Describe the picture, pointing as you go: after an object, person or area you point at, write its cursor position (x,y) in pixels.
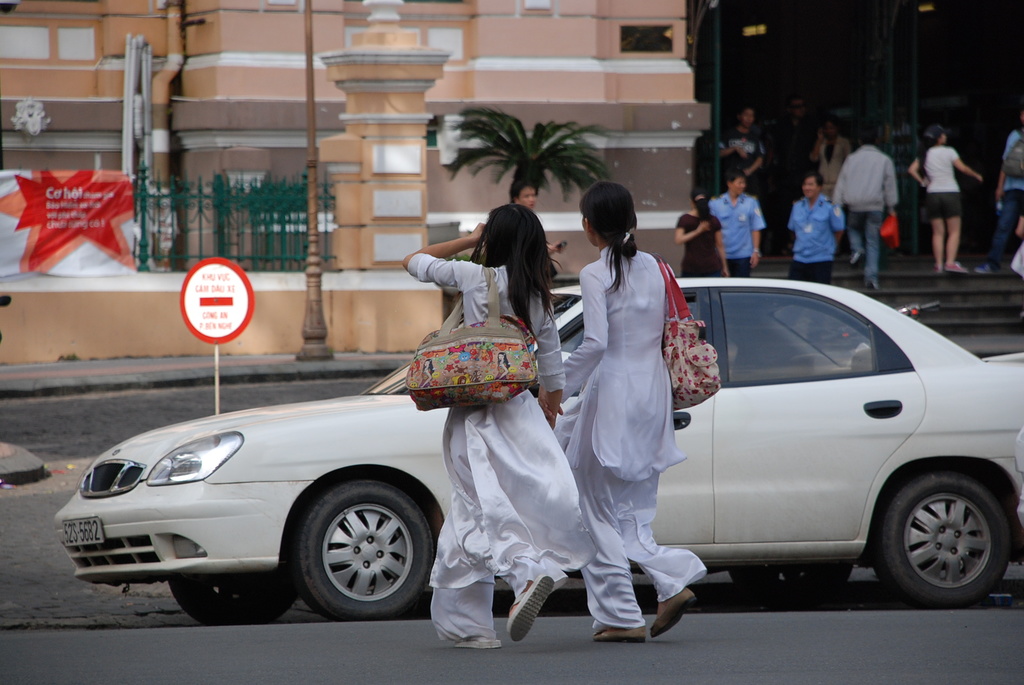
In this picture we can see bags (466,339), car (692,484), signboard (240,323), banner (84,260), fence (218,250), pole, building (295,107), steps (882,269), tree (531,164) and two women (658,420) are walking on the road (808,631) and some people (947,157) are standing and some objects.
